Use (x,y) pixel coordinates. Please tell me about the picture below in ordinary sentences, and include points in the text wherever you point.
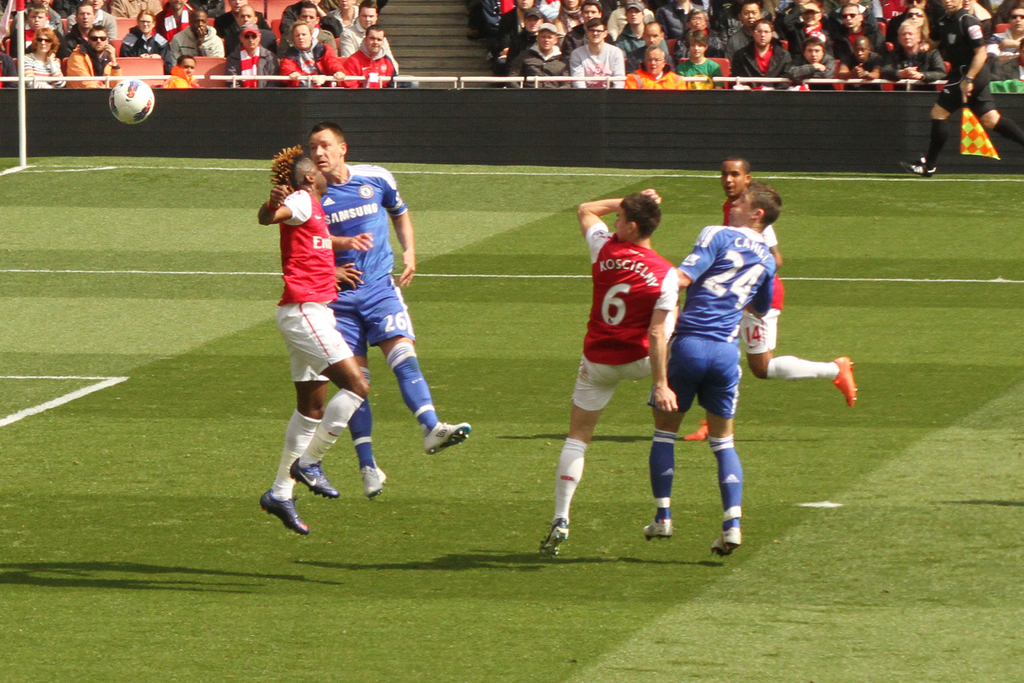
This is the picture of a stadium (589,402). In the foreground (650,233) there are group of people (606,257) jumping and there is a person (739,189) running. At the back (793,47) there are group of people (631,39) sitting on the chairs (276,28). On the left side of the image (113,98) there is a ball (113,98) in the air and there is a pole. On the right side of the image (984,85) there is a person (959,10) holding the flag (971,138) and running. At the back (466,130) there is a hoarding (480,129) and there is a staircase (428,49). At the bottom (180,460) there is grass (526,261).
